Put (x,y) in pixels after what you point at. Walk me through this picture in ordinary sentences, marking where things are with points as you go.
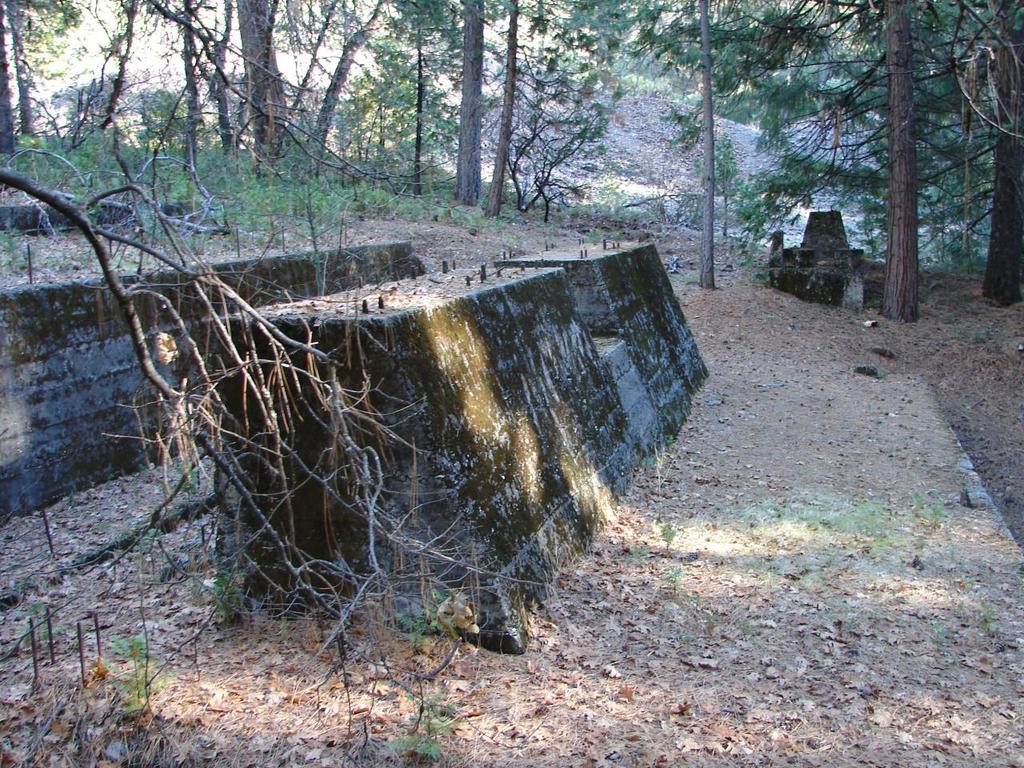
In this image there are concrete blocks (459,314) and there are trees (748,63).
